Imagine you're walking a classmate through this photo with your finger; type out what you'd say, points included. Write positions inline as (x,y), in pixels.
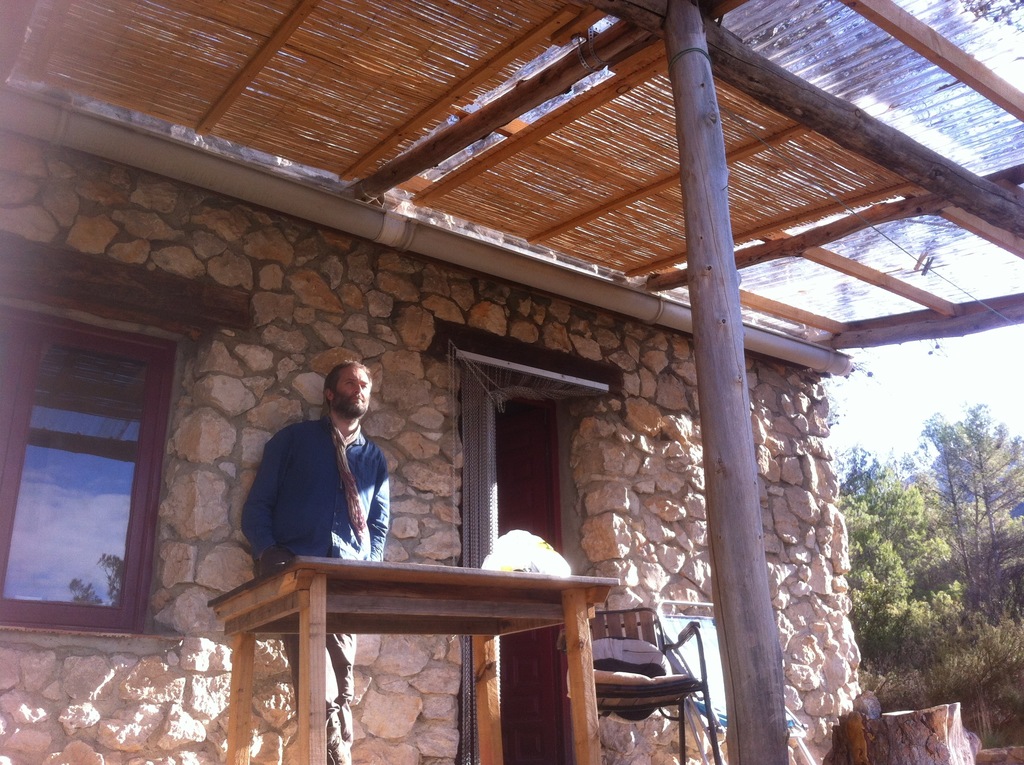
In this image, in the middle (342,506), we can see a man (301,470) wearing a blue color shirt (301,456) is standing behind the table (471,581), on that table (475,583), we can see a white bag (544,562). On the right side (722,500), we can see a wood pole (722,500), chair (648,699), wooden trunk (911,733), trees (886,479). In the background (391,497), we can see a glass window (107,508), door (532,521) and a wall (674,466) which is made of stones (652,545). At the top (605,116), we can see a roof (605,113) and a sky (1004,430).
